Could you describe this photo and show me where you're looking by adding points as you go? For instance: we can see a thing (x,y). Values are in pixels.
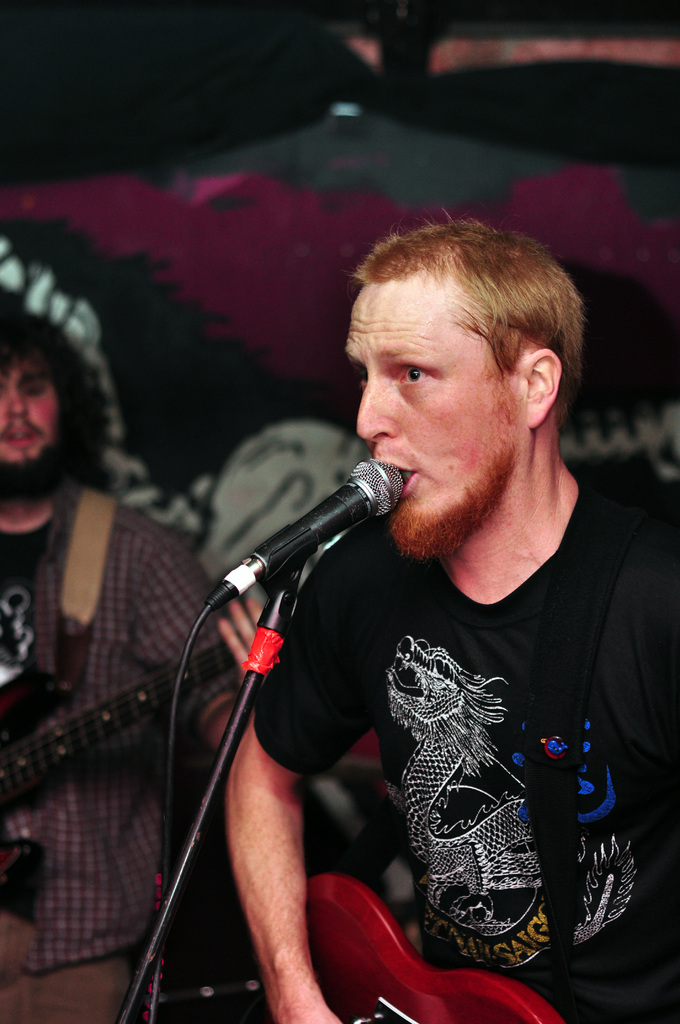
In this image there is a person (458,608) with black t-shirt (472,921), he is standing and playing guitar (387,927) and he is singing, at the back (77,407) there is a person (100,614) standing and playing guitar (6,708). In the front (259,548) there is a microphone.
